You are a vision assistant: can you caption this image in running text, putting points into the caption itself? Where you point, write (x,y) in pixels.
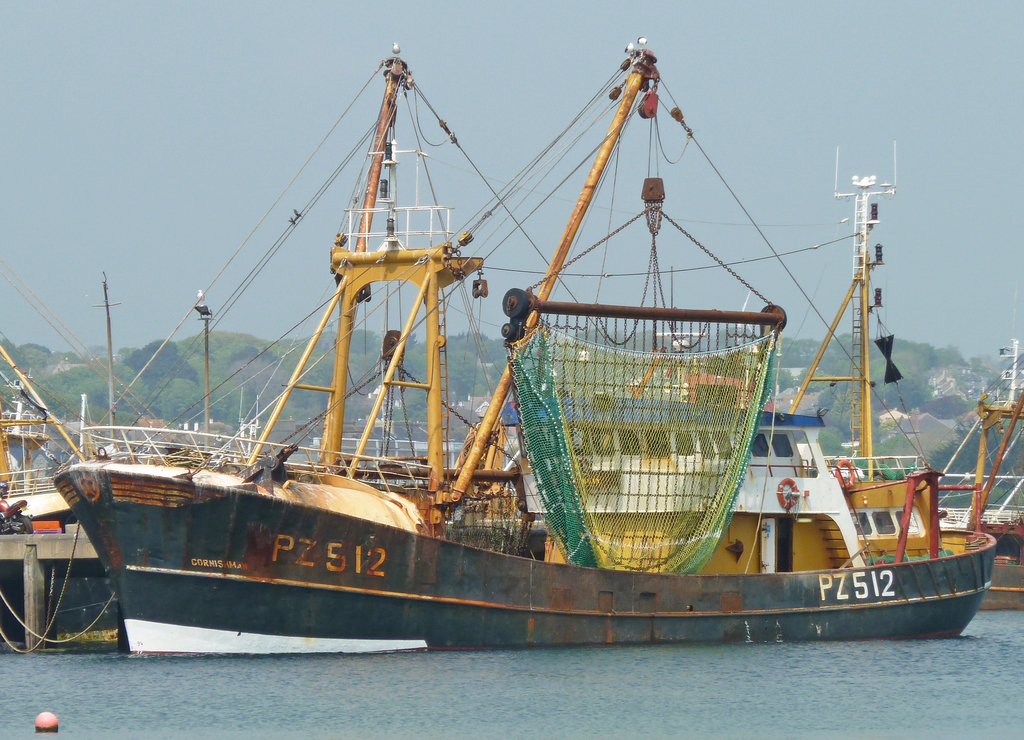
In this image on the water body (710,699) there are boats (607,504). In the background (227,395) there are hills (420,390), trees (135,363), buildings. The sky (492,92) is clear.
